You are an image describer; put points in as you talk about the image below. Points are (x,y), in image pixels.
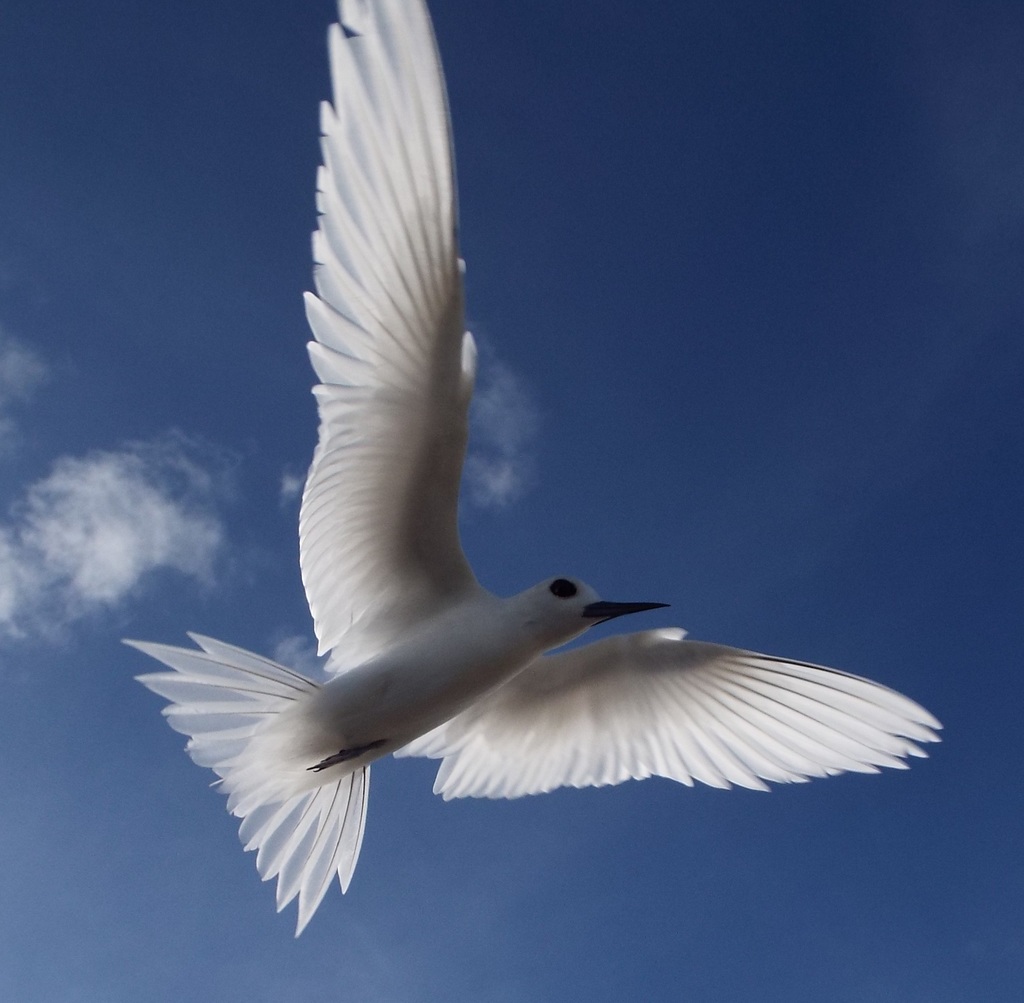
In the image we can see a bird (379,655) flying. The bird (381,648) is white in color, this is a sky (700,370).
